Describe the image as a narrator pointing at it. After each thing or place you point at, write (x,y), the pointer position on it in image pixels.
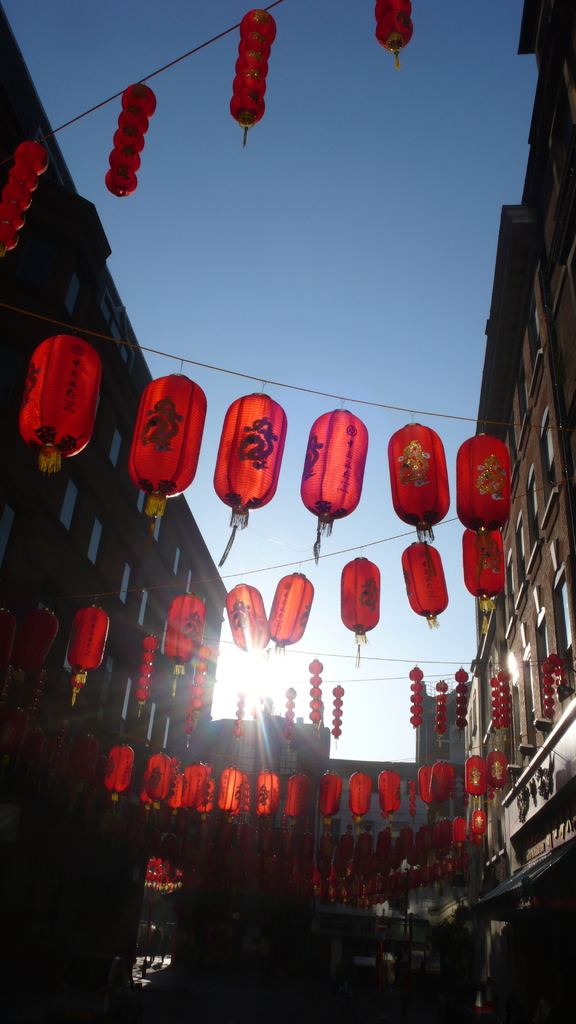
In the picture I can see buildings (403,777), wires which has red color objects (396,783) attached and some other objects (271,878). In the background (247,327) I can see the sun (238,700) and the sky (255,278).
